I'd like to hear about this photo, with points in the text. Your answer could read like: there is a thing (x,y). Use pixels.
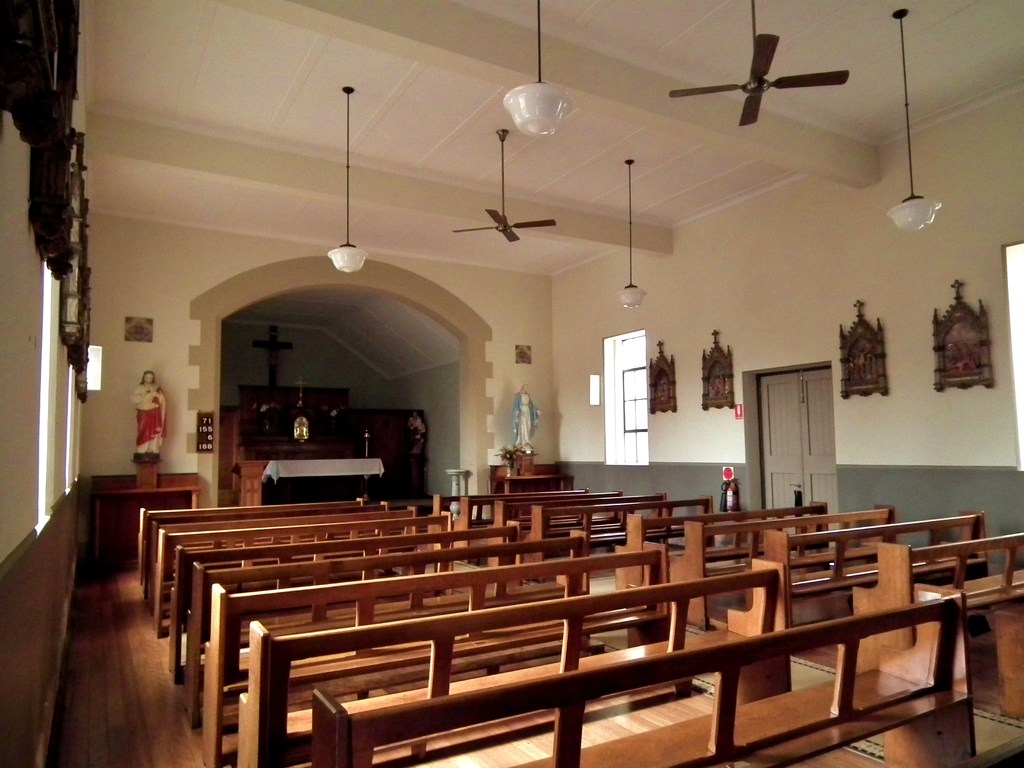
In this image I can see few benches (221,613) in brown color, background (91,432) I can see two statues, few frames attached to the wall (559,352) and the wall (898,411) is in white and gray color and I can also see few lights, fans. I can also see few windows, background (353,472) I can see few tables (307,483) and cupboards (311,452).
